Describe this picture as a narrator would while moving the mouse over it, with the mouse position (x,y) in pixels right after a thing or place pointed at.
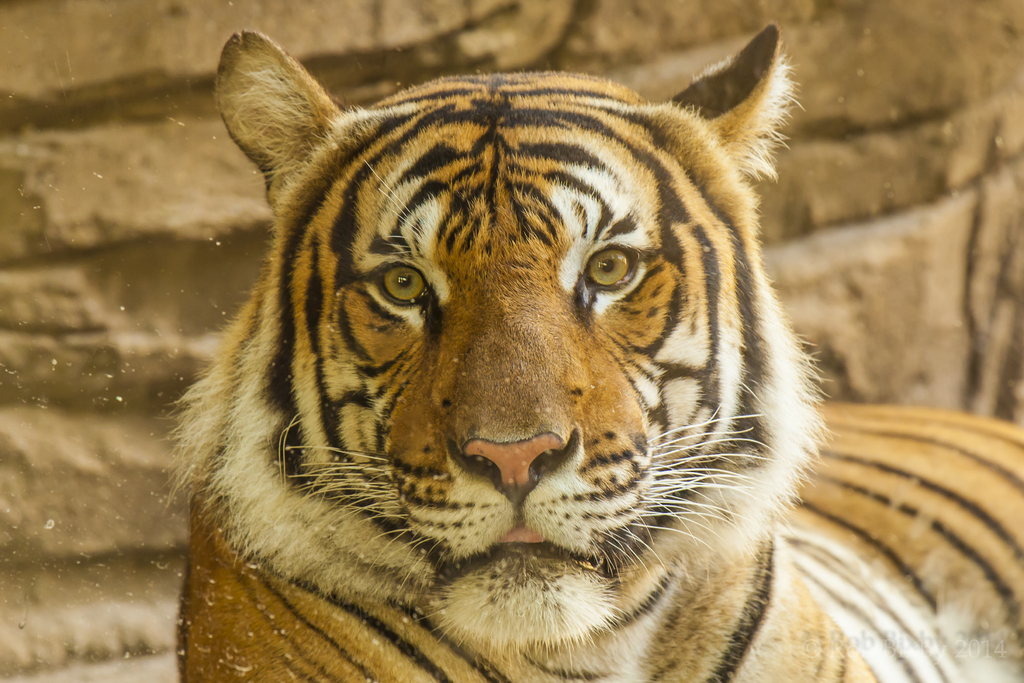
In this image, in the middle (600,290), we can see a tiger (671,415). In the background (205,181), we can see rocks (909,199).
